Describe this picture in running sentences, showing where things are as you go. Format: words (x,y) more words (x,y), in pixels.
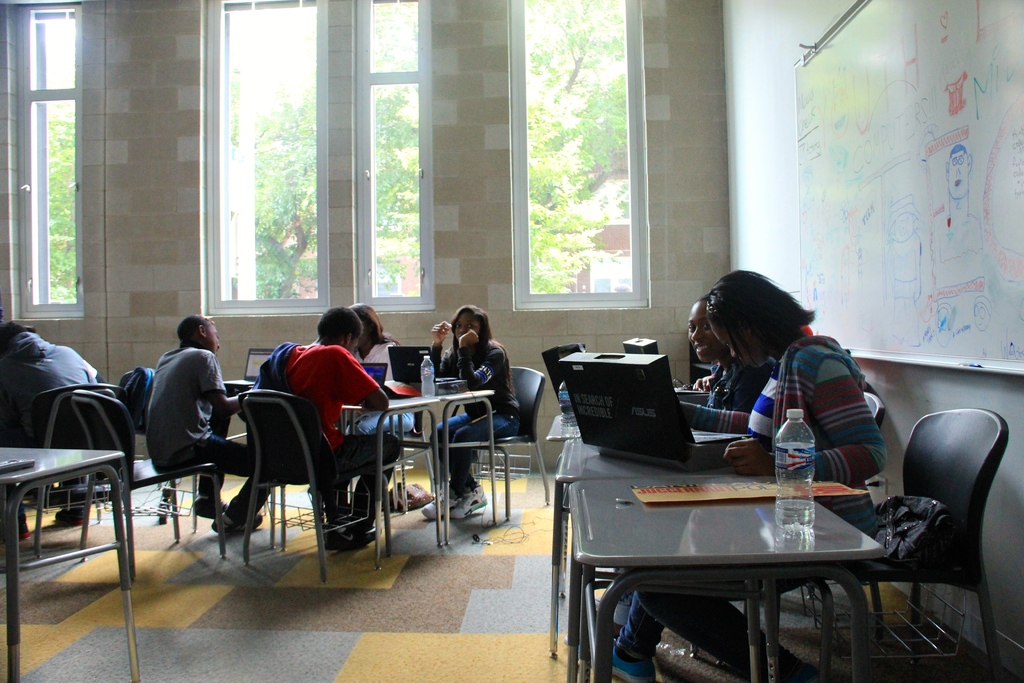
It looks like a classroom (398,333) there are many tables (131,645) and chairs (173,479) people (208,510) are sitting around the tables (427,448) and working with the laptops (618,444), in the front to the right (722,391) there are two women (831,393) sitting, there is a bottle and two laptops (673,426) on the table (703,517) in the background (624,191) there are some windows (409,156) and a wall (332,64).
